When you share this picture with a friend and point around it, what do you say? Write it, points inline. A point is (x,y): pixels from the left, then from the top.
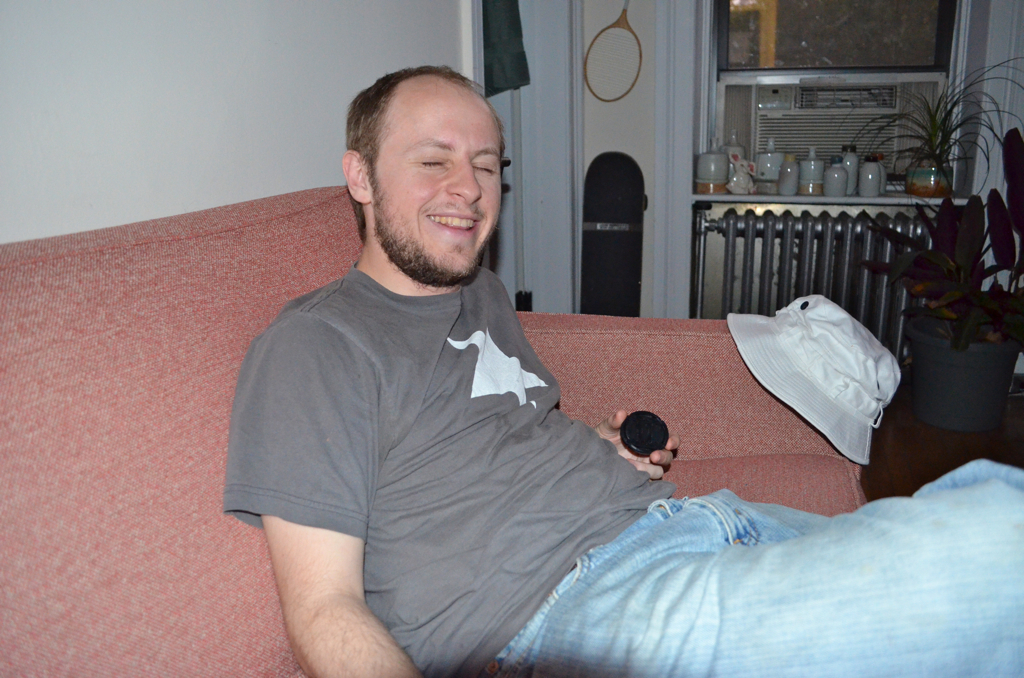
In this image there is a person (483,544) sitting on the sofa (691,438) having a hat (824,373). He is holding an object (661,423). Right side (937,408) there is a pot (942,386) on the floor (918,463). The pot (922,335) is having a plant (970,294). There are bottles (803,166), pot (934,194) and few objects (835,169) are on the shelf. There is a skateboard (607,262) kept near the wall (654,146). Top of the image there is a shuttle bat (618,63) visible.
